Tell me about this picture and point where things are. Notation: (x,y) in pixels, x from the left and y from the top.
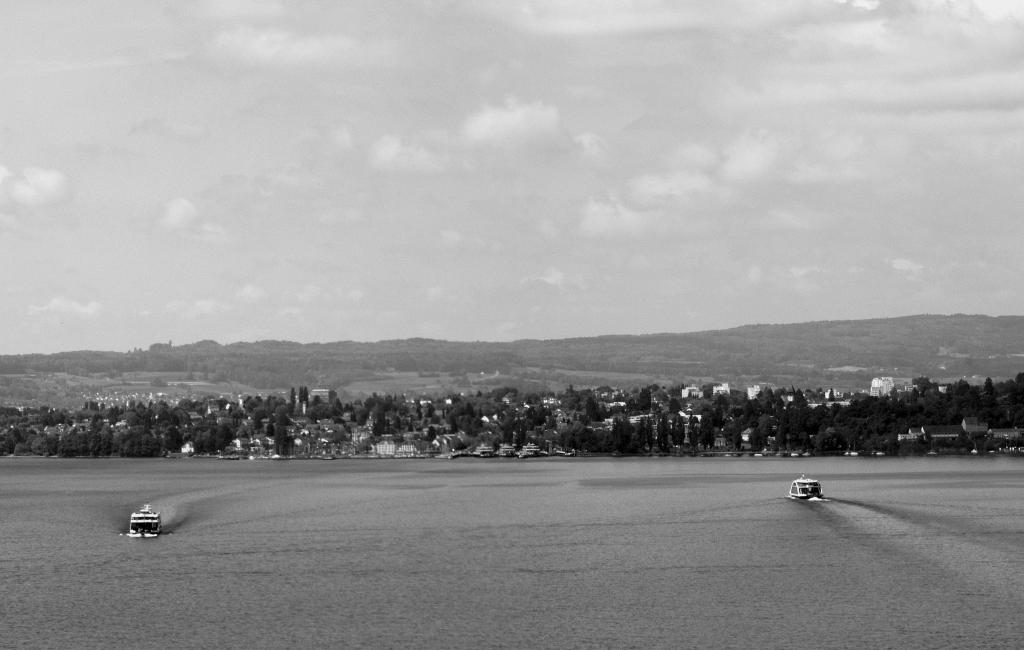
It is a black and white picture. In this picture we can see two boats (812,493) sailing on the water (696,546). We can also see some buildings (316,427) and trees (768,449). In the background (797,335) we can see mountains (790,332) and sky (736,144).
